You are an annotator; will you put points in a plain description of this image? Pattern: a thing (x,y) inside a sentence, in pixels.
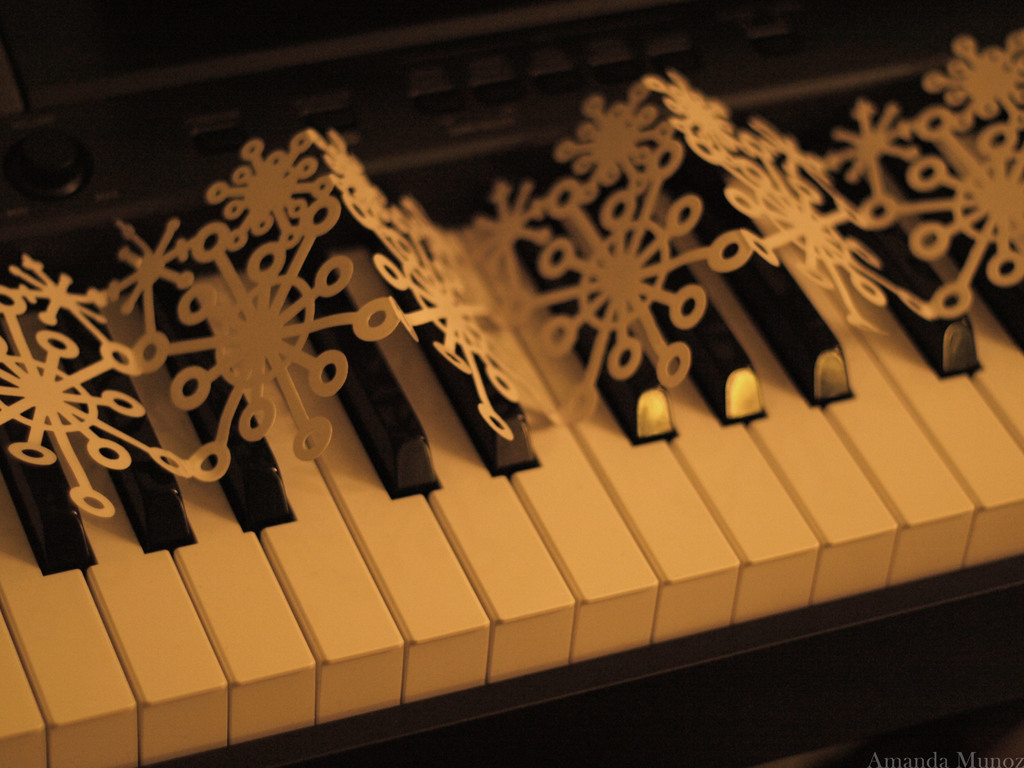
There is a snow flakes (1002,192) on piano (446,450).
